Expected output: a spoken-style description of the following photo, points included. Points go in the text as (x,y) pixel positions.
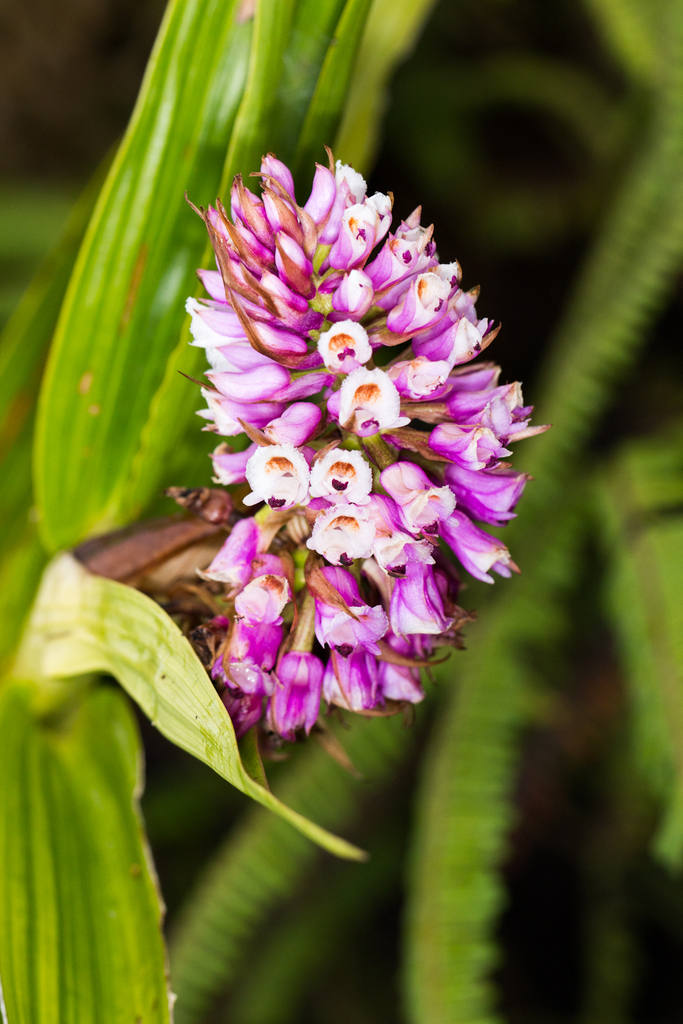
There are pink and white color flowers (280,462) on a plant (177,534). In the background (440,119) it is blurred.
